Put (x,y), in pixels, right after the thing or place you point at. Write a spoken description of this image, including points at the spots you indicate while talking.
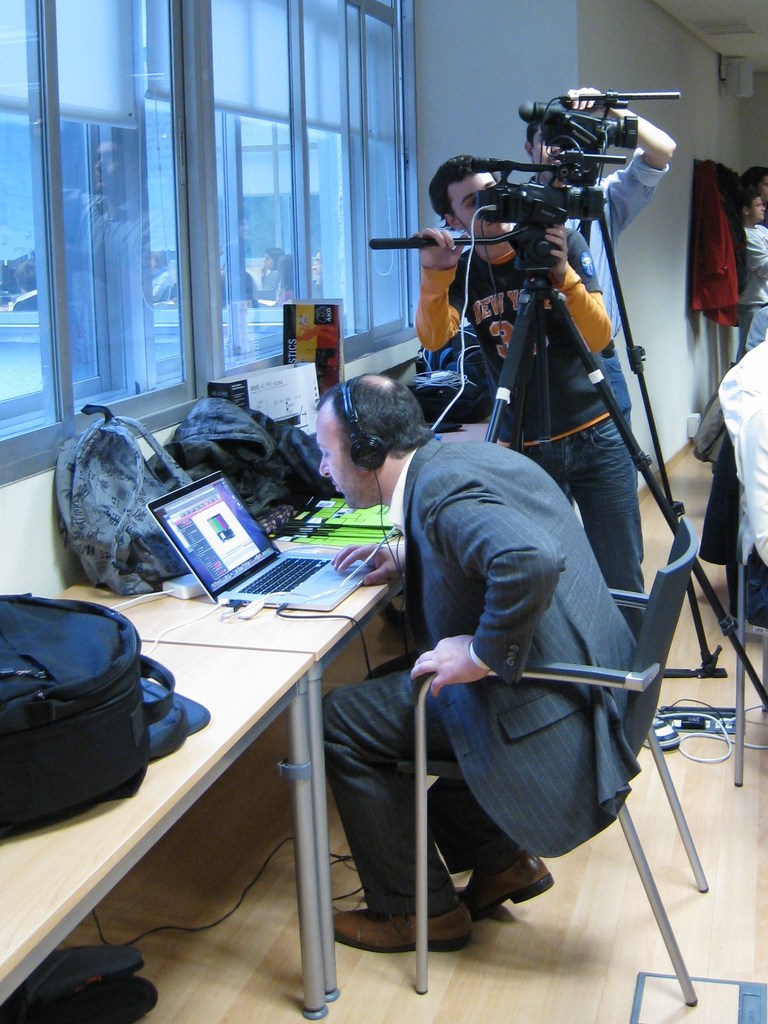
This is a picture where we can see man (469,721) sitting on a chair (596,667) and two people (596,269) standing beside him holding a camera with the stand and beside them there is a desk (238,638) on which there is a laptop (275,582), bags (42,743) and some books (390,527).
